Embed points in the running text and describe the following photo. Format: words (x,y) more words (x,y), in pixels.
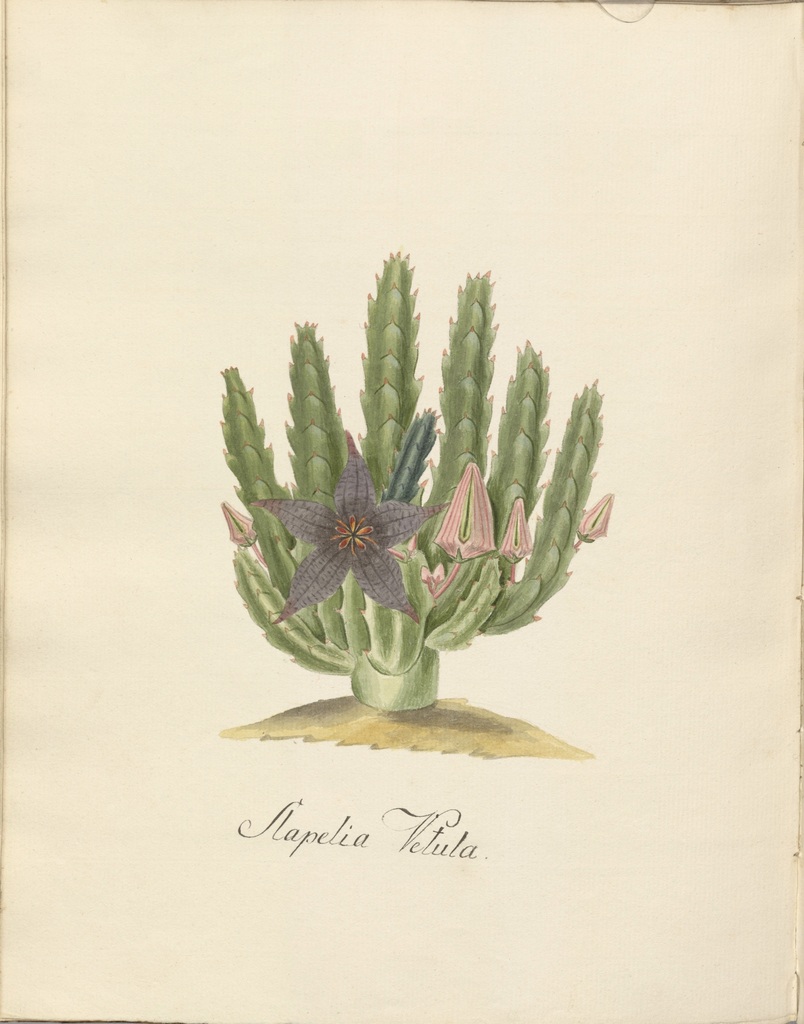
In this image I can see a depiction picture of a plant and on the bottom side of this image (422,837) I can see something is written.
